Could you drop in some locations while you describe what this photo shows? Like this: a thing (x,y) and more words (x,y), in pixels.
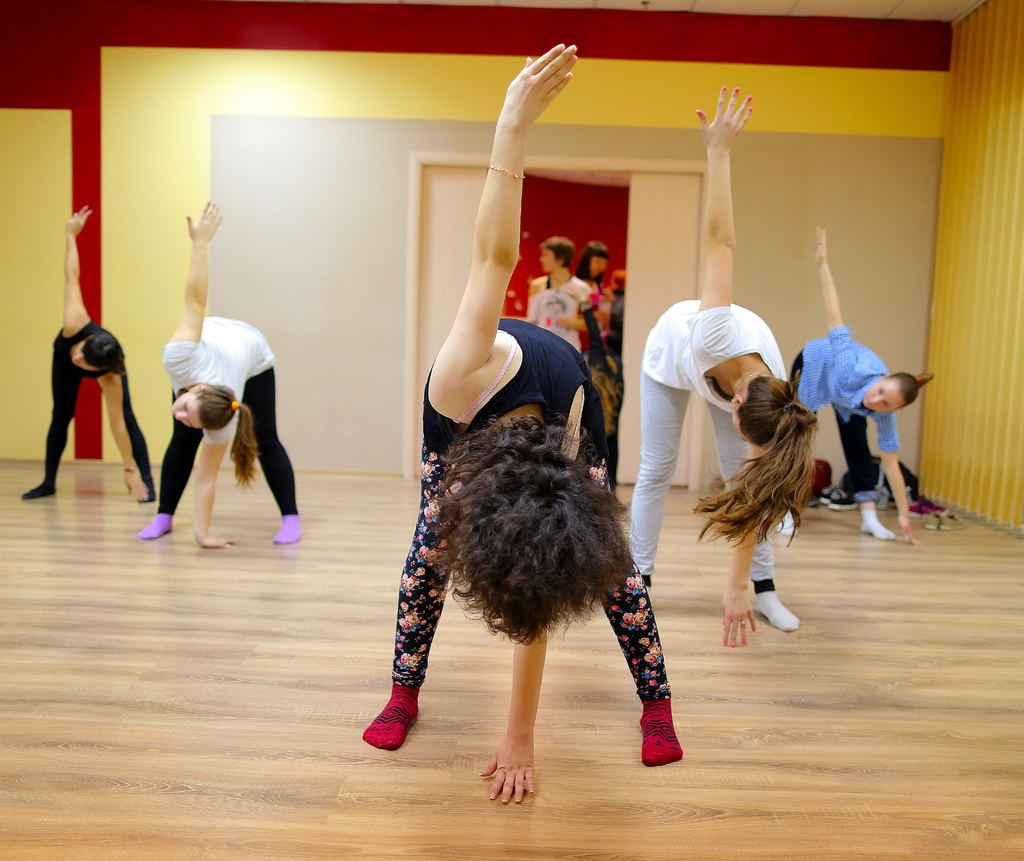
In this image, we can see persons (598,432) wearing clothes (848,364) and doing exercise in front of the wall (566,98). There are persons (619,297) standing in front of the door (643,339).
